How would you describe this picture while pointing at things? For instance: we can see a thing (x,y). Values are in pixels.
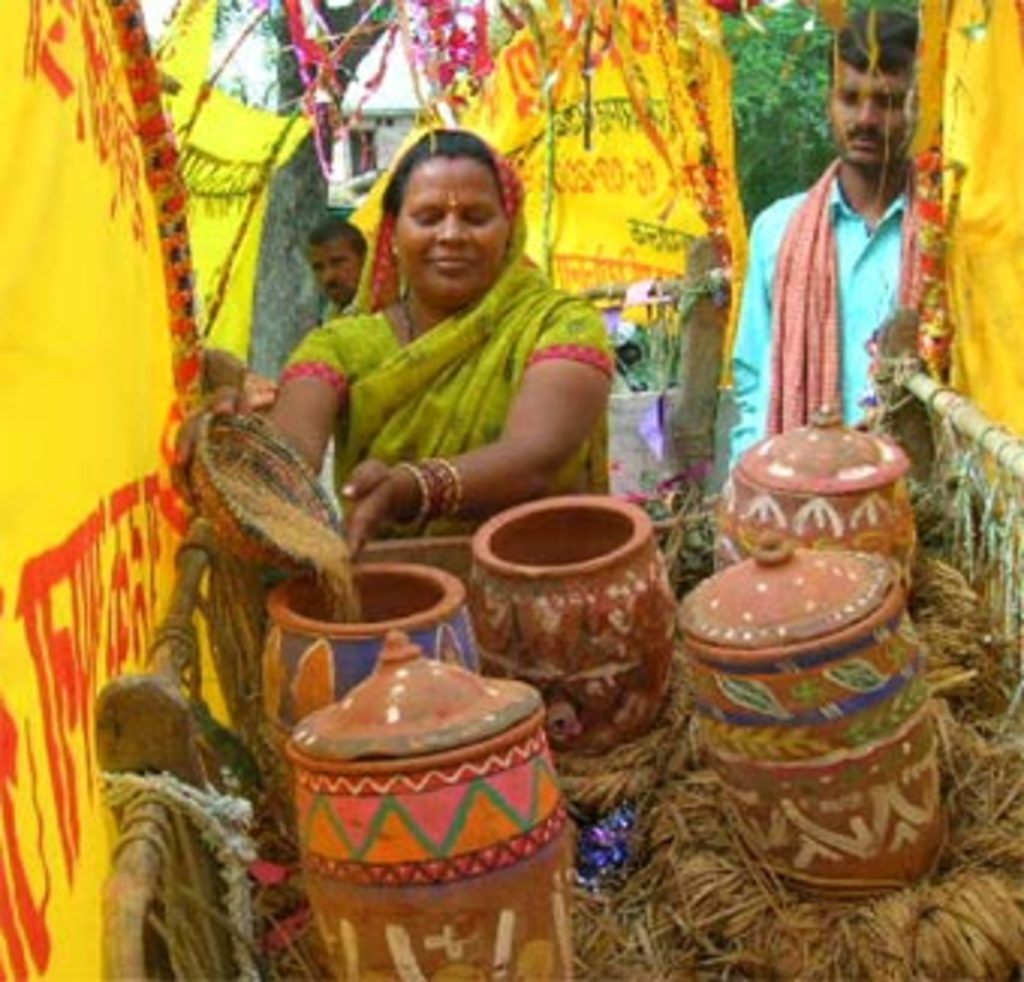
In this picture I can see three persons (889,225), there is a woman (424,404) holding an object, there are pottery items (895,641) on the dried grass (687,710), and in the background (641,256) there are clothes (209,41), decorative items (153,74) and there are trees (779,87).
